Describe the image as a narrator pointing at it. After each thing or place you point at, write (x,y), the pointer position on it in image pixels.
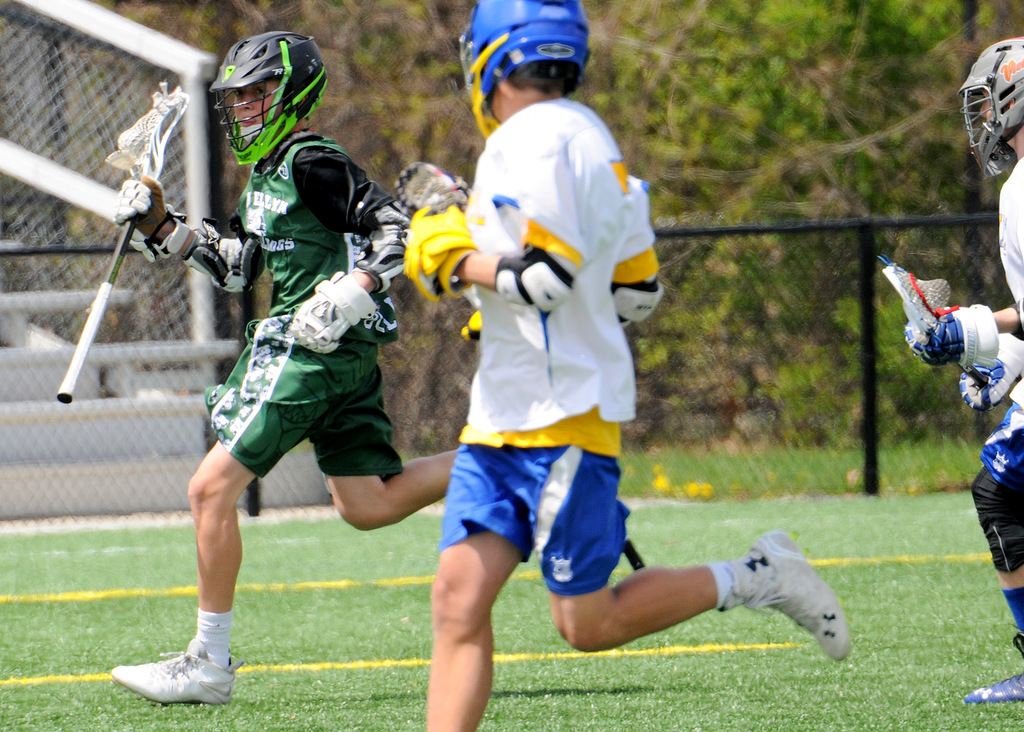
In this image I can see three people (369,462) are on the ground (701,659). These people (584,379) are wearing the different color dresses (594,293) and also helmets (306,70). I can see these people (560,319) are holding the sticks (898,284). In the background (52,158) there is a railing (660,332) and many trees (673,185).
